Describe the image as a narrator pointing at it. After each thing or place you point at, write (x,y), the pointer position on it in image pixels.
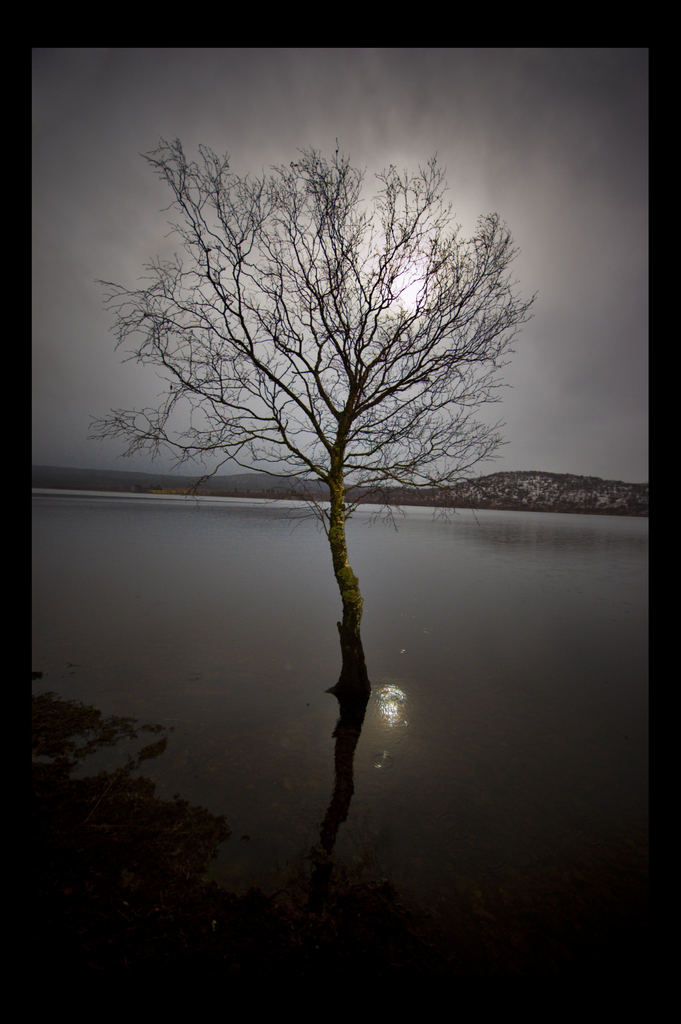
This is completely an outdoor picture which resembles the nature. On the background of the picture (461,124) we can see a sky (411,88) with a sun (408,280). These are the hills (578,497). this is a river (598,518). In Front of the picture we can see a bare tree (352,615) which added a beauty to the whole picture.
